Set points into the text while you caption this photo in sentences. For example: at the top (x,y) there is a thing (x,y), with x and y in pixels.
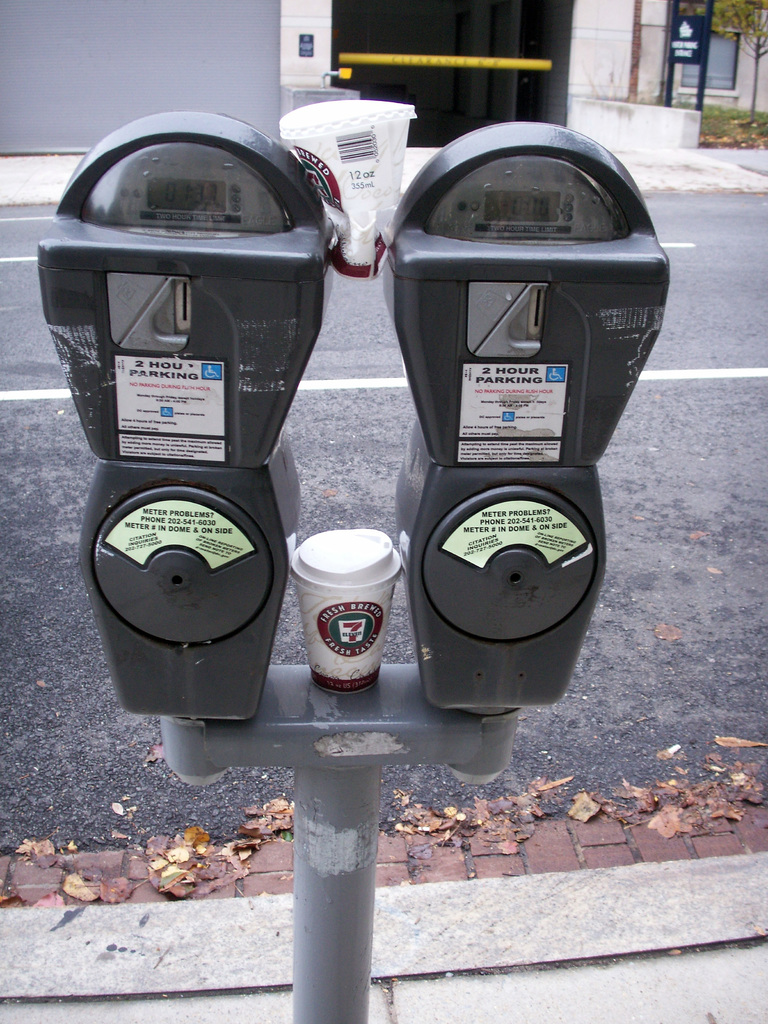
In the center of the image (435,677) there are parking meters (222,256). In the background (666,551) there is a road (665,336) and we can see buildings (415,66). On the right (751,7) there is a tree (744,14).
